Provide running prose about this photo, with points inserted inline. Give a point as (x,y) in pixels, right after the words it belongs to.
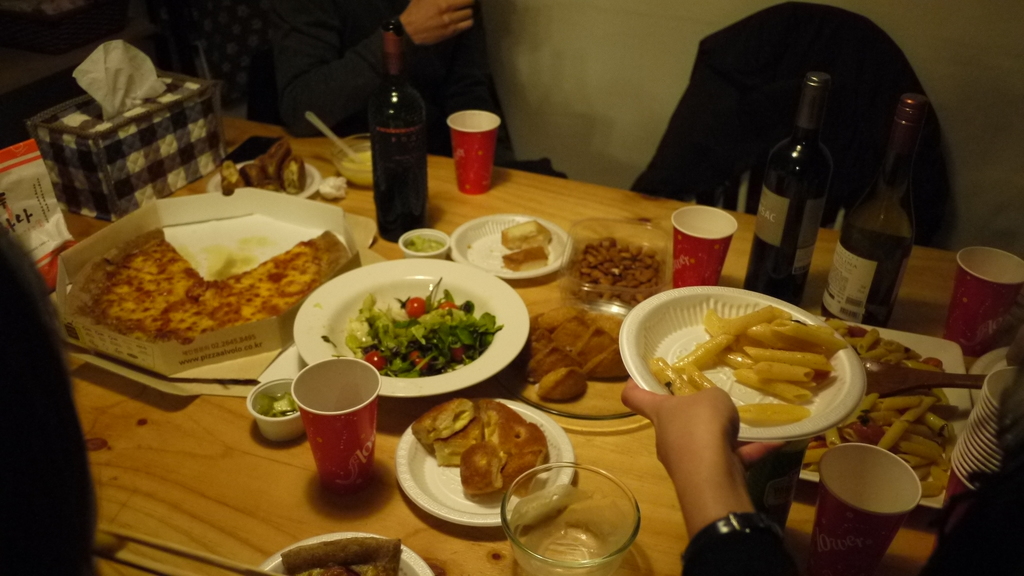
Different type of dishes (456,233) with wine bottles (397,148) and few breads (514,440) are on table (601,455). With few people (432,20) around it.
